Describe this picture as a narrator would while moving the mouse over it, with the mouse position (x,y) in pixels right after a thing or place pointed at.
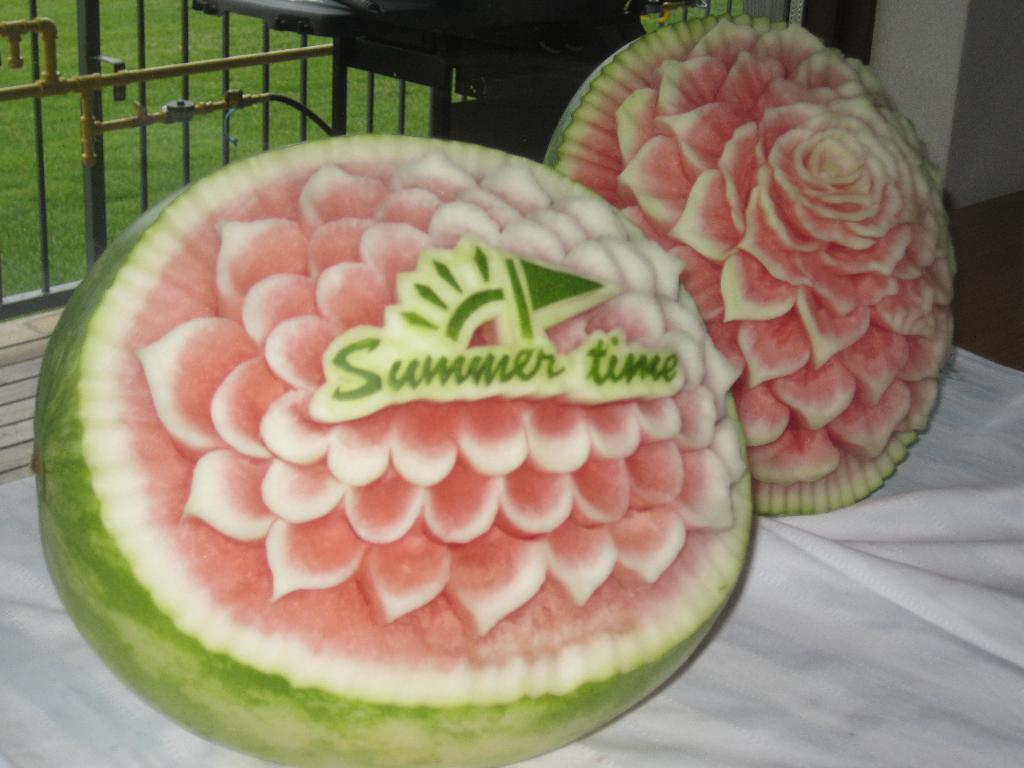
In this picture I can see two carved watermelons (693,547) on an object (825,638), and in the background (433,58) there are some items (405,67), pipes (110,81), iron grills (96,59) and grass (80,112).
